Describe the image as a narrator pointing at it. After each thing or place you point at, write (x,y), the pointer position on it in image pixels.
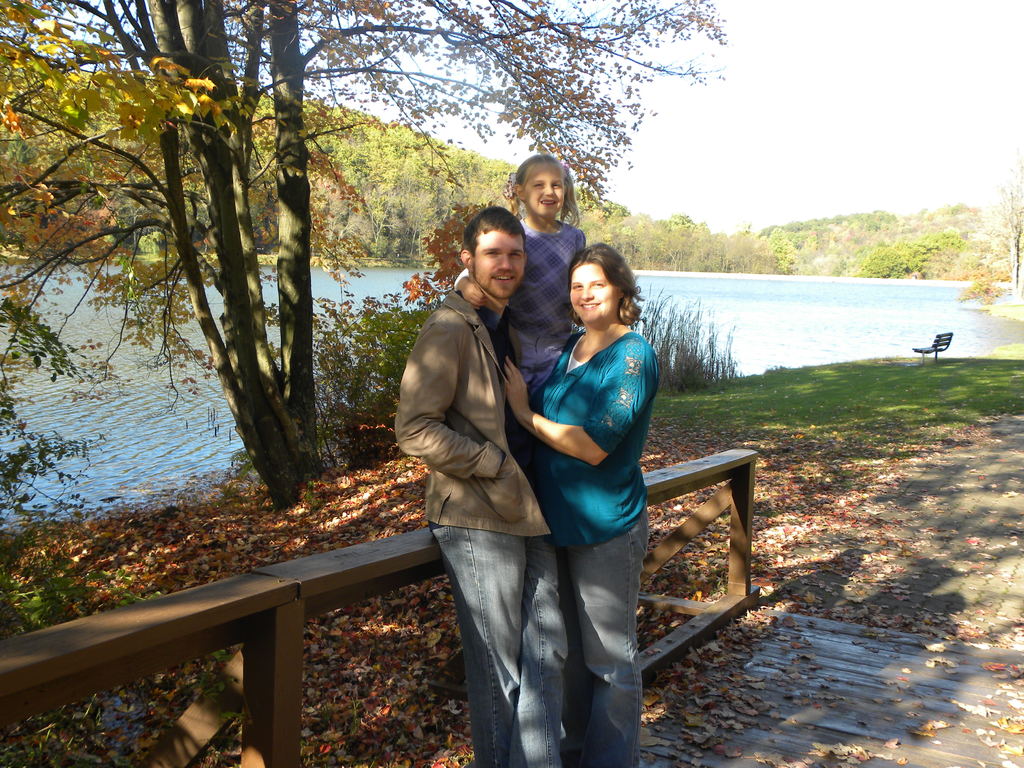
The picture contains three people (494,591), water (819,317), bench (923,353), trees (360,204) and sky (788,105). In the middle (619,392) there are man (540,624), woman (535,431) and girl (541,314) posing for a photoshoot.
